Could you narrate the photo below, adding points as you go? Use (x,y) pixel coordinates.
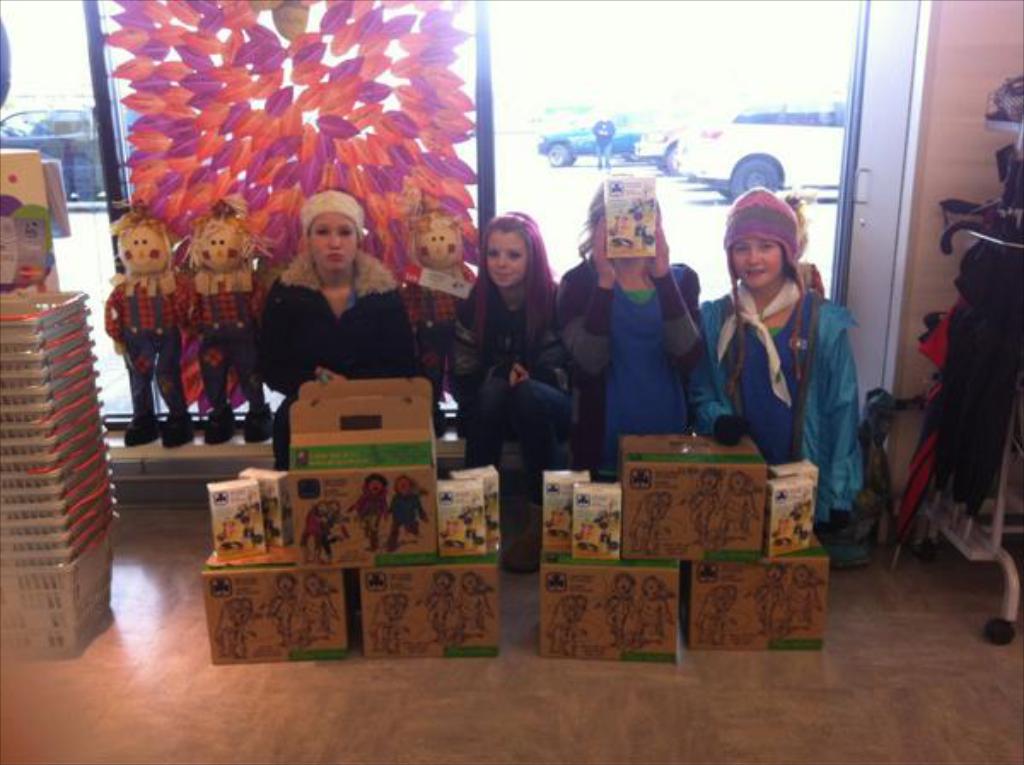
In this picture we can see baskets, boxes (281,641) on the floor (322,756), here we can see people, toys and some objects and in the background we can see vehicles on the road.
